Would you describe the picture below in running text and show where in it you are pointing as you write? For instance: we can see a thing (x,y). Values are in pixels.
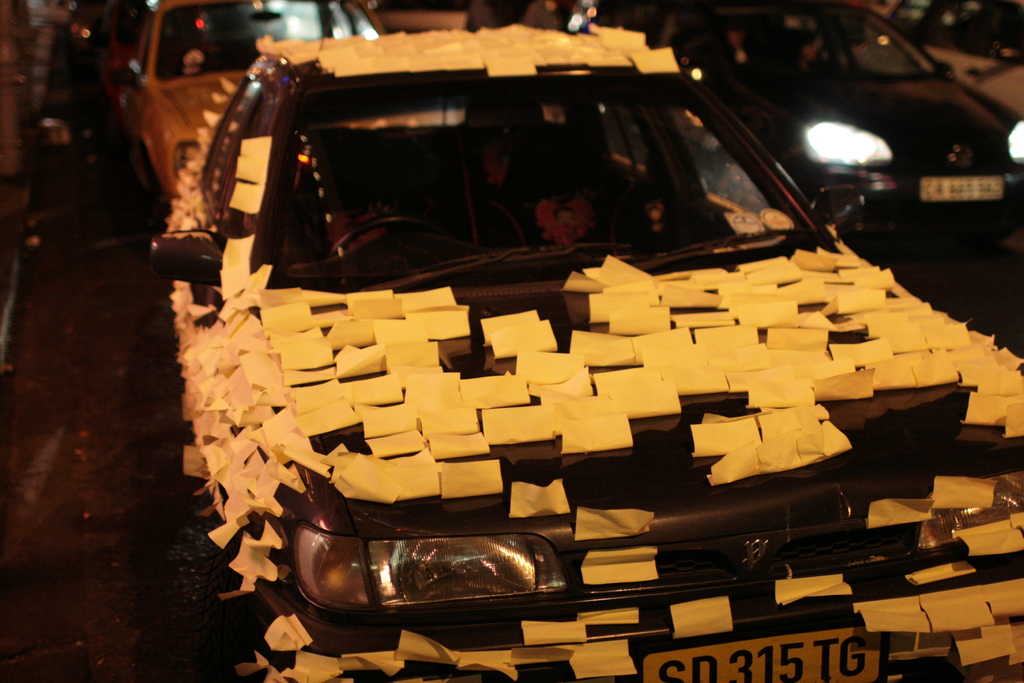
In this image in the front (410,346) there is a car (487,502) and on the car (662,419) there are stickers (503,400). In the background (189,29) there are cars (728,51).
